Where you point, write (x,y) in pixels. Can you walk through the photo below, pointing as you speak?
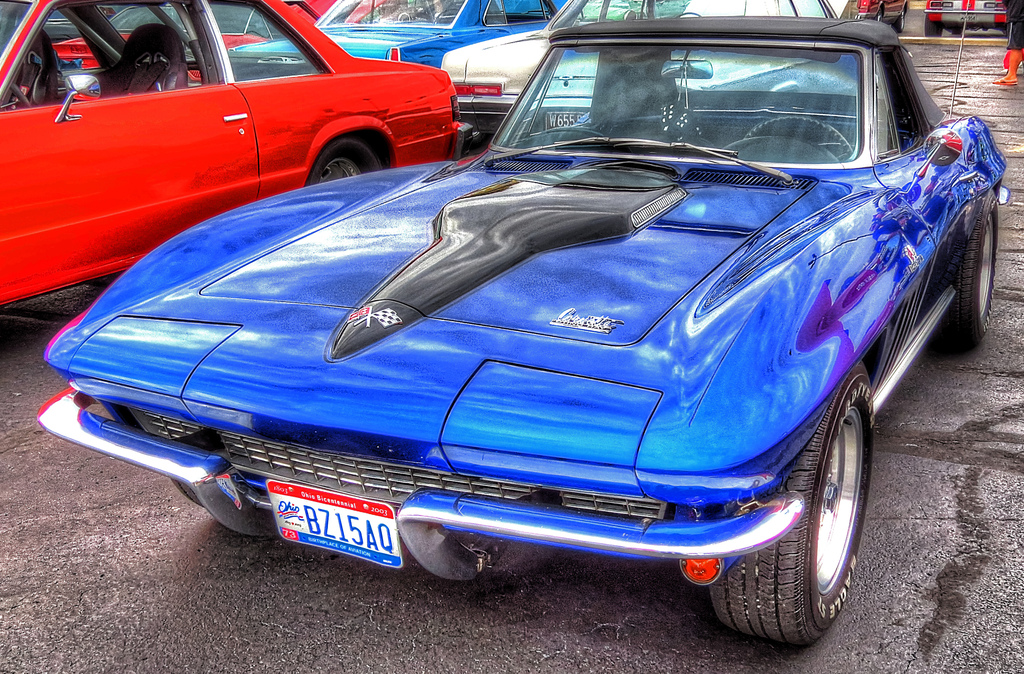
In the picture I can see cars (329,240) on the ground (1012,112). The car (547,315) in the front (526,329) is blue in color. In the background (978,8) I can see some objects (939,11) on the ground (949,35).
